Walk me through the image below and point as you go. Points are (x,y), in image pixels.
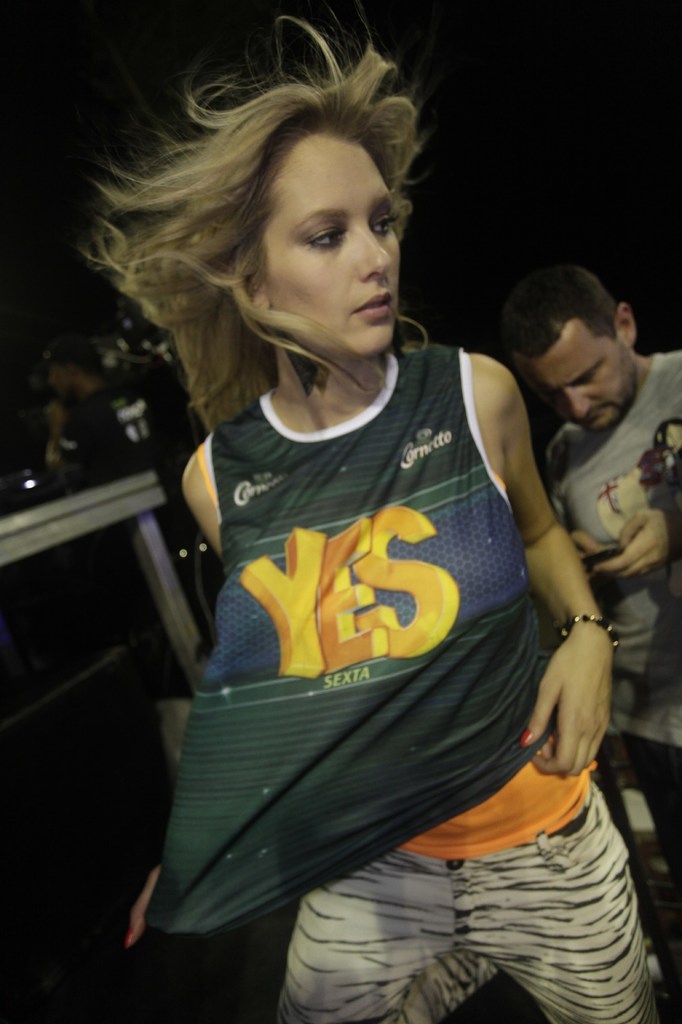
In this image in the foreground (344,744) there is one woman (373,687) and in the background (571,444) there is one man (606,513) who is holding a mobile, and in the background (115,765) there are some objects (55,471).
